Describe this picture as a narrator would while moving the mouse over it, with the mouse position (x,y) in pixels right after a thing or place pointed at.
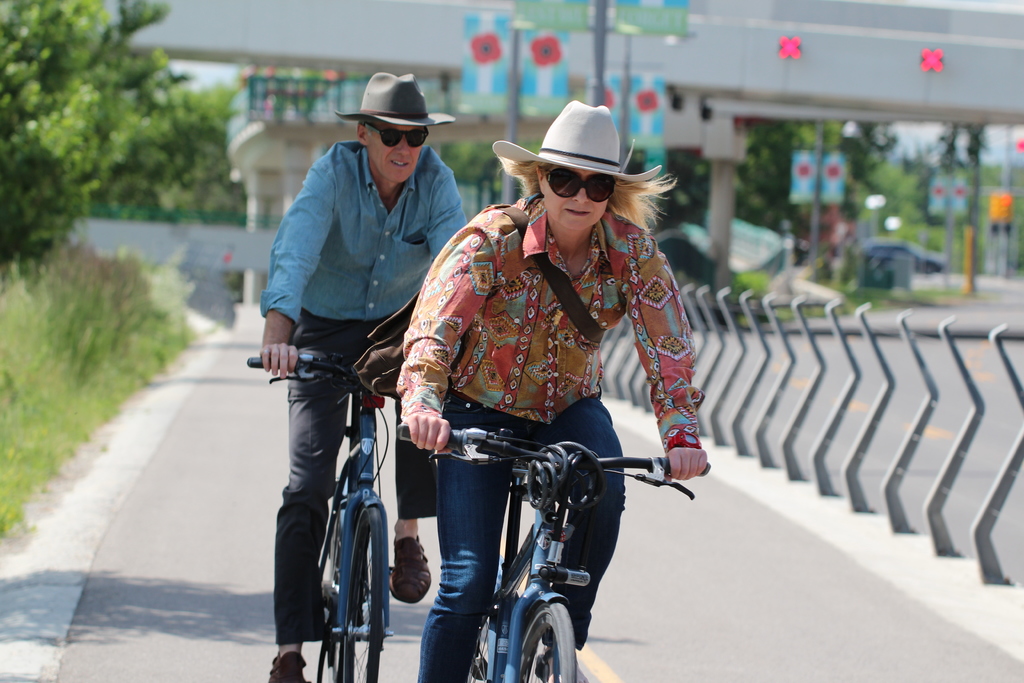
In this picture there is a man (403,102) and a woman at the center of the image (658,377), they are cycling on the roadside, there are some trees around the area of the image and there is a bridge (684,53) at the center of the image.
